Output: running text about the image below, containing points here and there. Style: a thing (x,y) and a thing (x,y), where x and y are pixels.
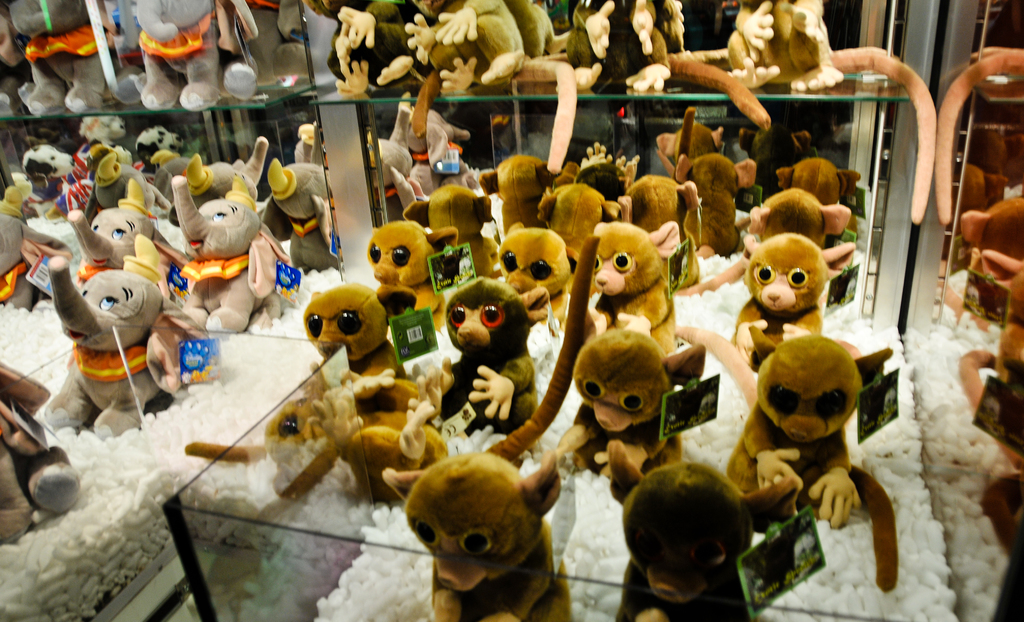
In this image there are monkey (682,338) and elephant (305,212), toys (103,229) in a glass box (585,202).
